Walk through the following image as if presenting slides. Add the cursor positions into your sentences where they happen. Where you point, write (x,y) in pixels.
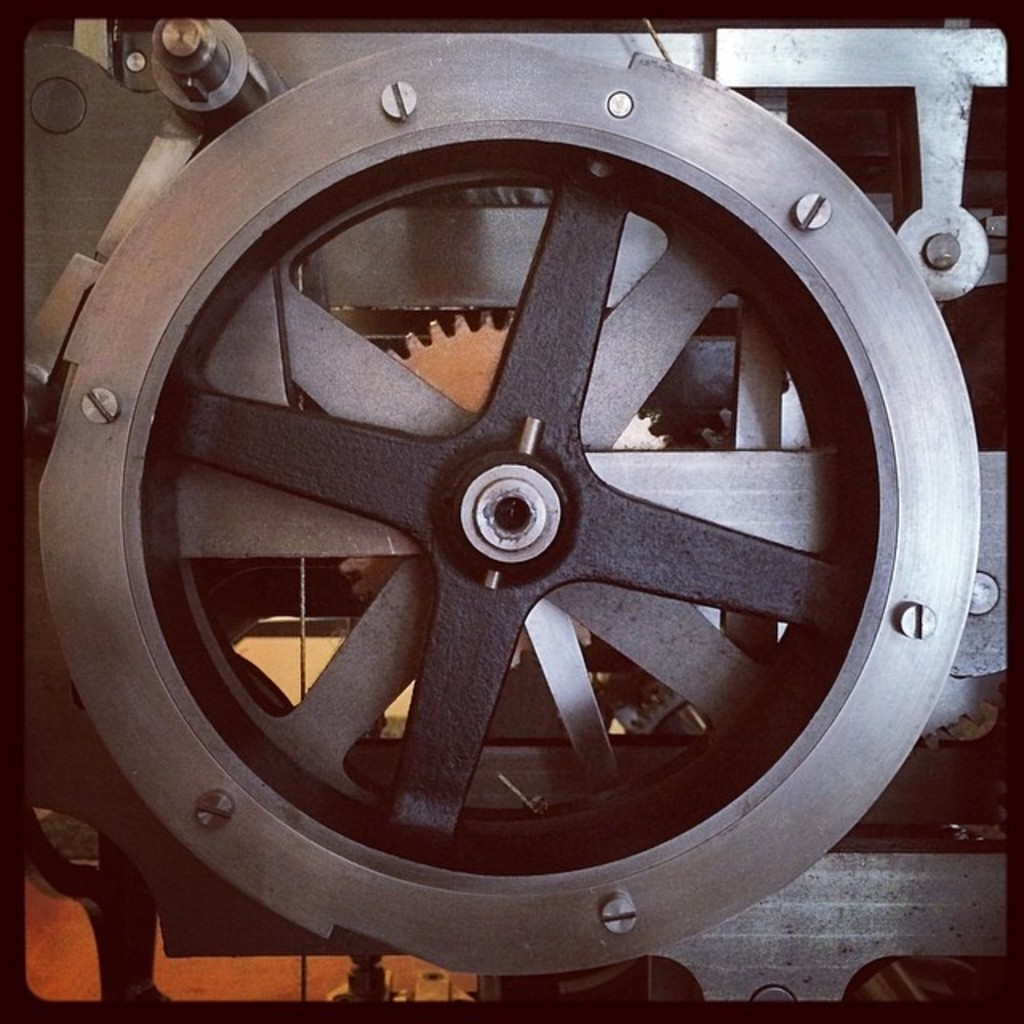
In this image, it looks like a wheels (637,566) of the machine (613,390). There are gears (641,438) at the back side (657,416).
